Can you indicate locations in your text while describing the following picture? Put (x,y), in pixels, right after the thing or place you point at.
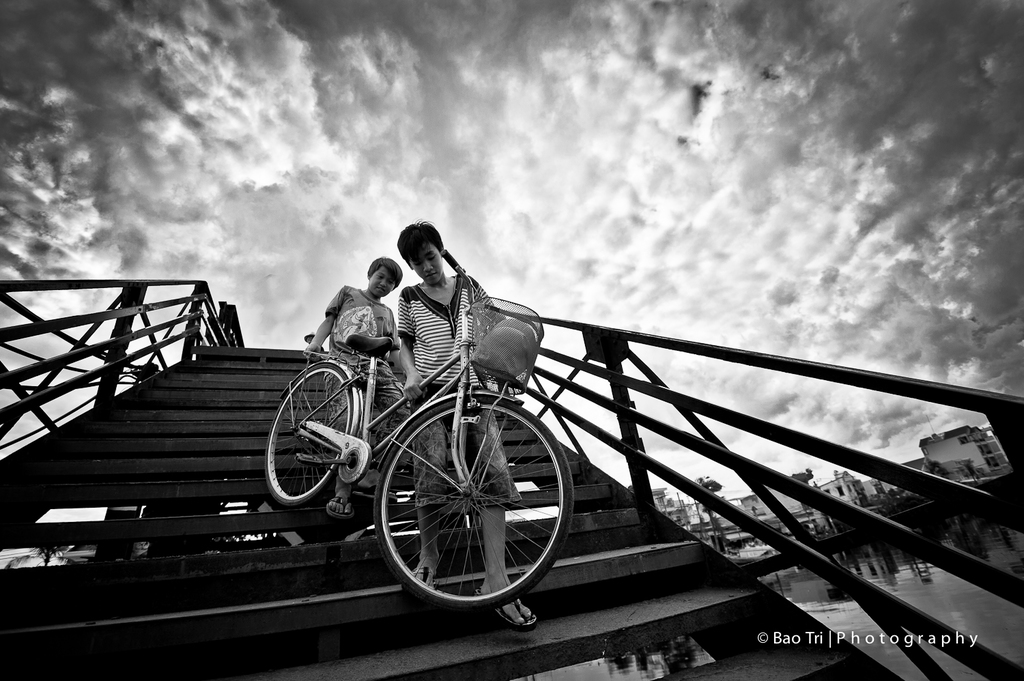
This looks like a black and white image. I can see two boys (414,324) carrying a bicycle (351,419) and walking down the stairs (393,612). These are the staircase holders (88,347). On the right side of the image (969,447), I can see the buildings (866,484). These are the clouds (758,202) in the sky (891,188). At the bottom of the image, that looks like the watermark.
